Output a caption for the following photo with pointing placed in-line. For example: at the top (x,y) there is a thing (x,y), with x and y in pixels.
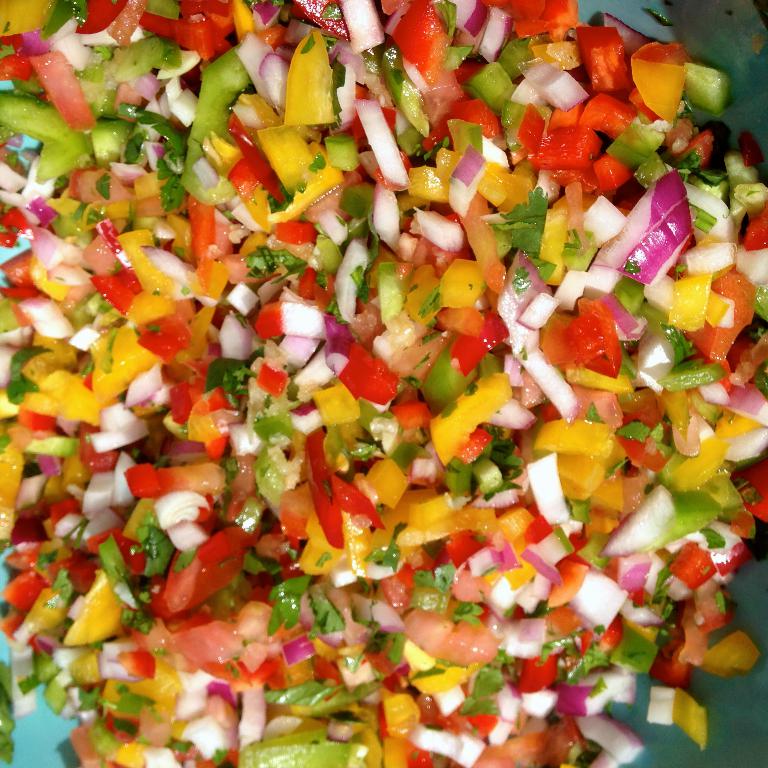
This is a salad (250,386). In that there are onion pieces (517,329), tomato pieces (209,475) and some other items (411,533).
